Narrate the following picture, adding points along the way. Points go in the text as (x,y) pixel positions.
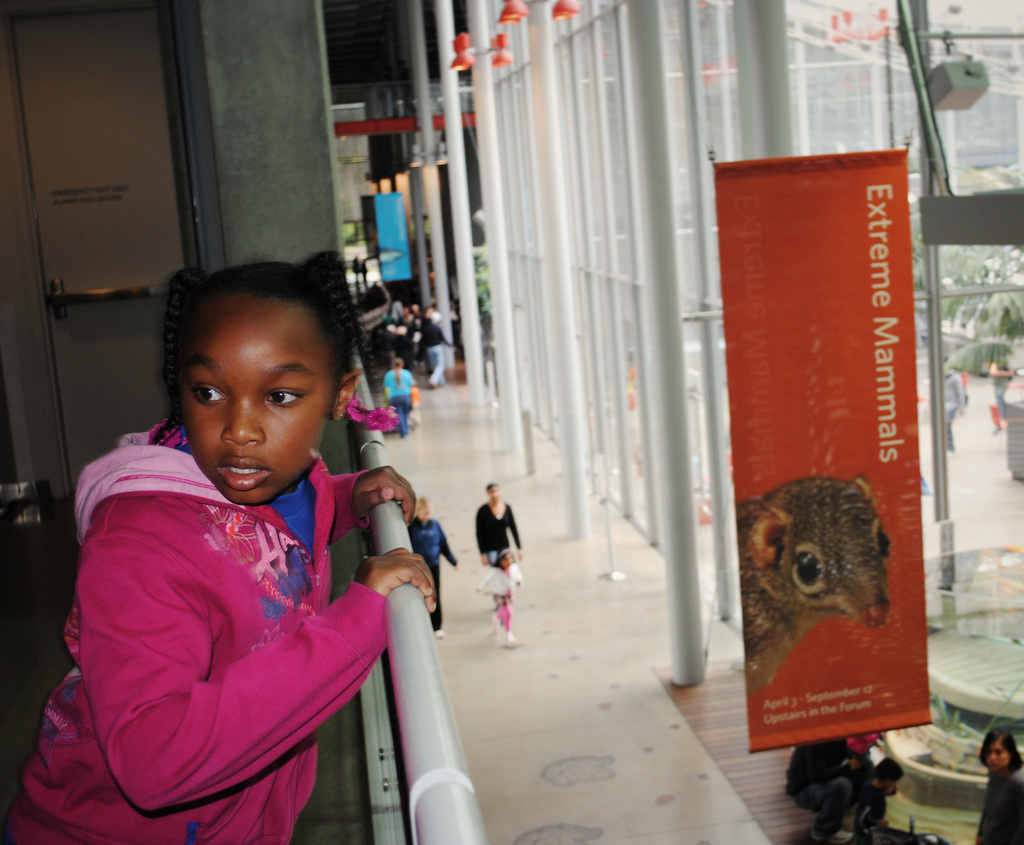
In this image we can see the banners (397,209), pillars (669,274) and also the glass windows (874,127). We can also see a kid (335,295) on the left (208,326). We can see a door (44,277), railing (412,755), people (503,534) and also the floor (447,626). We can also see the tree (1002,347) through the glass window (970,310).
